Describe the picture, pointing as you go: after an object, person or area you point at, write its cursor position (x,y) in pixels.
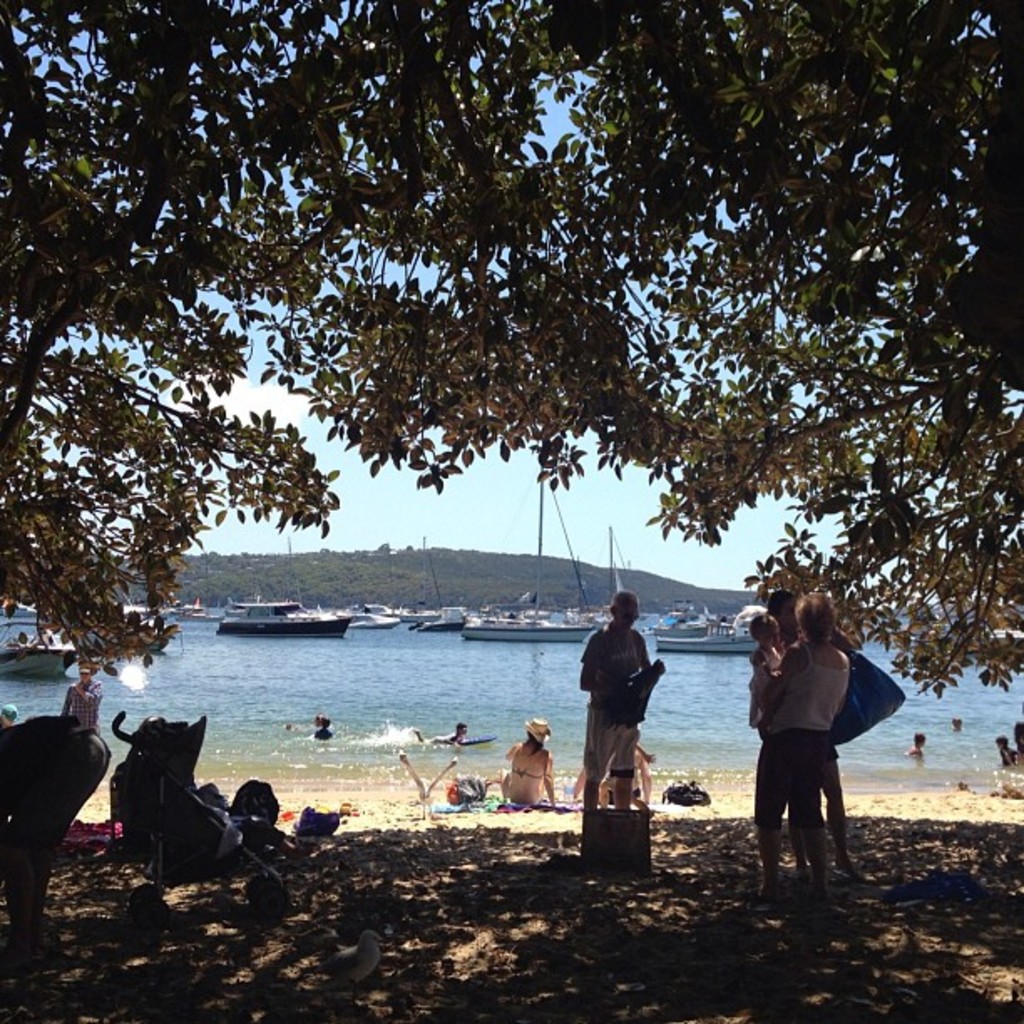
In this image we can see a beach (287,948). On beach (268,943) people (760,736) are standing, sitting, walking and swimming. On the top of the image (255,125) one tree (101,369) is present. Background of the image (296,614) we can see ship (305,624) on water (443,655) and some pillar (538,541).
